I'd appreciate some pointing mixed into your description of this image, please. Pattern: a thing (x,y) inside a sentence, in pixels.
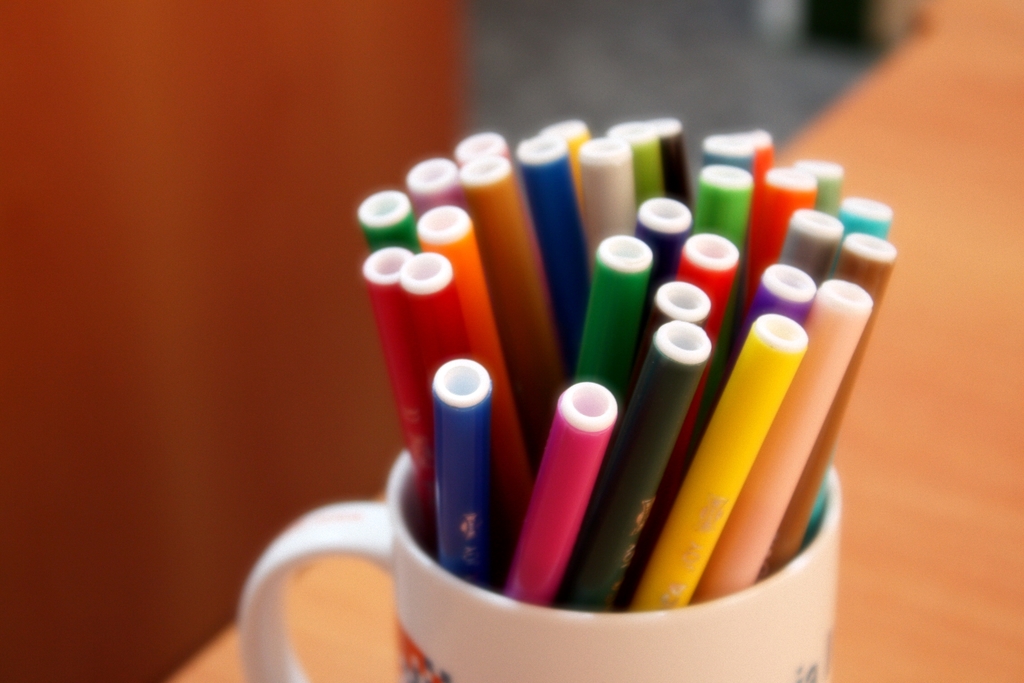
In the image there are sketch pens (539,369) kept in a cup (470,645).
